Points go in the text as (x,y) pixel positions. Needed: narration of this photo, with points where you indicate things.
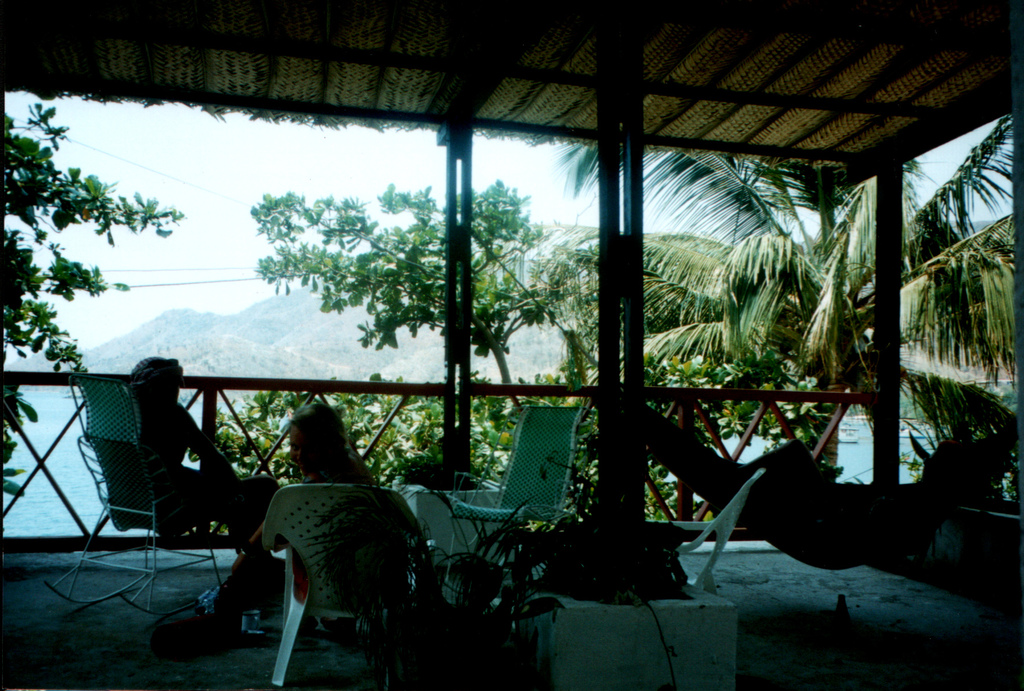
In this image, we can see some trees (529,300). There are two persons (195,429) sitting on chairs (323,576). There are chairs (502,517) in the middle of the image (530,460). In the background (319,365), there are hills (242,353) and sky (228,214).
